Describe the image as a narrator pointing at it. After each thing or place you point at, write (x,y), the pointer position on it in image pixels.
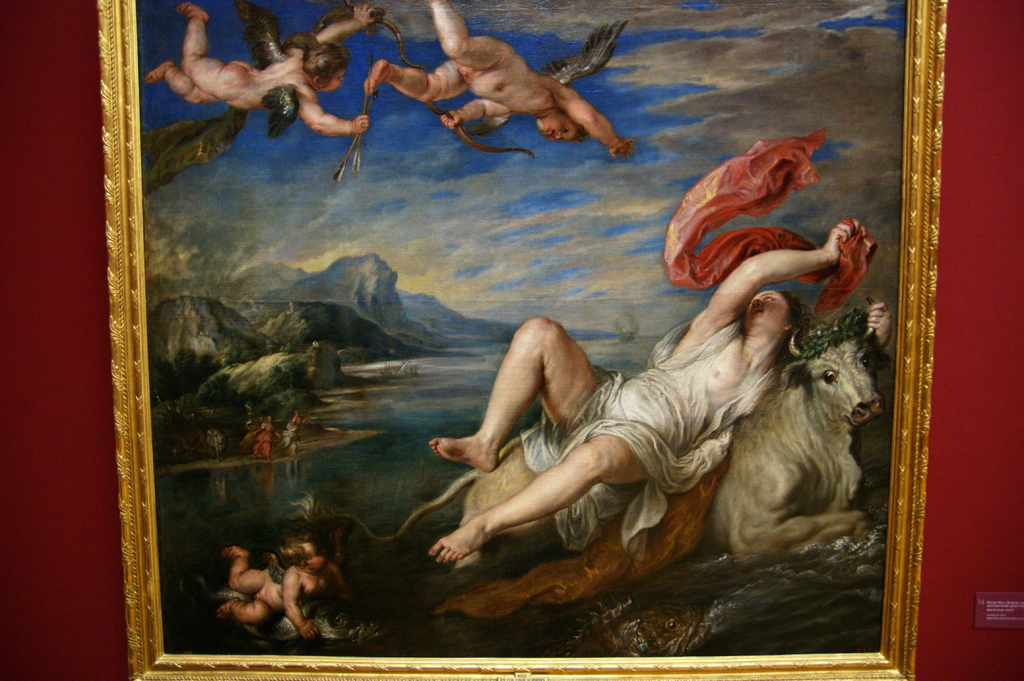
In this picture we can see painted photo frame (276,395) on the wall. In the front (671,434) we can see a woman (703,404) and three small boys (314,112). On the top (691,111) we can see the sky (631,305).
